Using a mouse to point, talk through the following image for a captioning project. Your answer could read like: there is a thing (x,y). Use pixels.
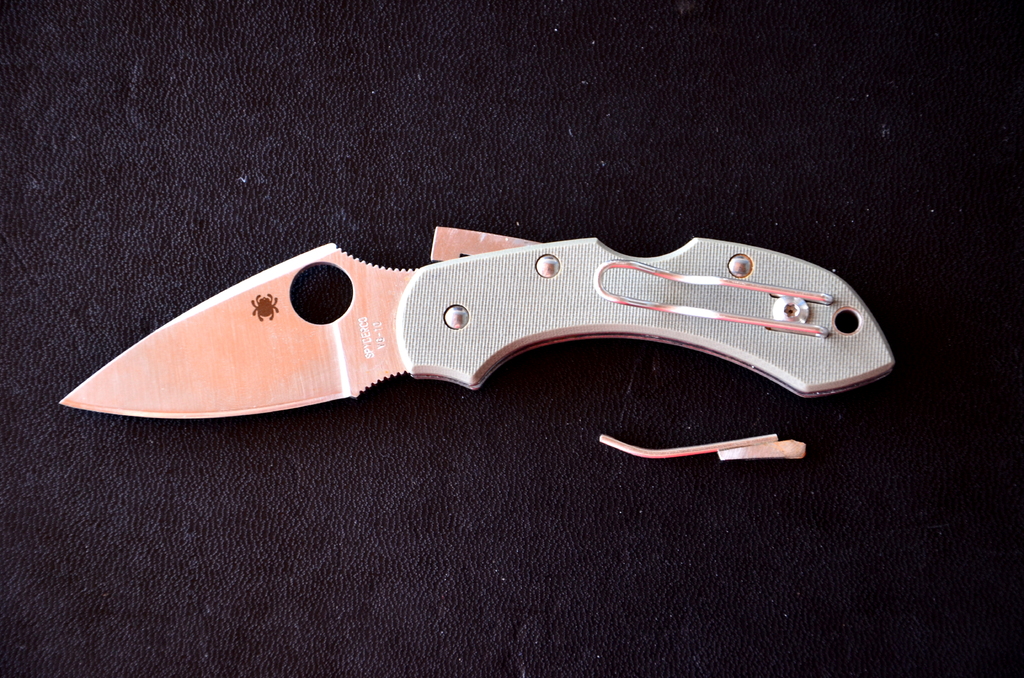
This is a picture, in this picture there is a knife (365,332) on a table (494,553) which is in black color.
